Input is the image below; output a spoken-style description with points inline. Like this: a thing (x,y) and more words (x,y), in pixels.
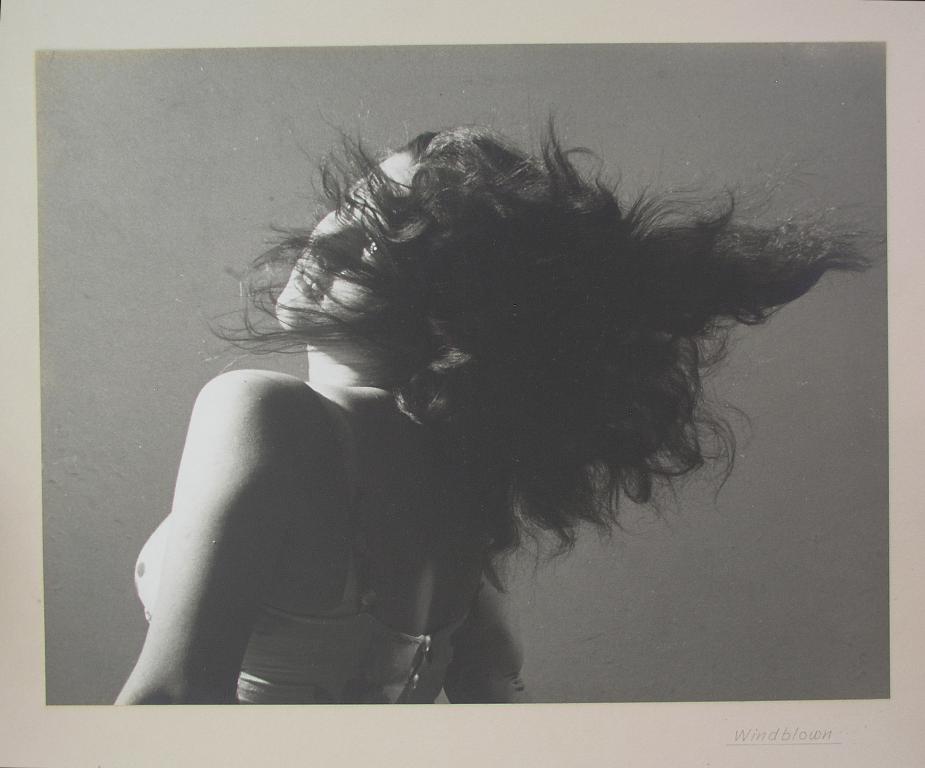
In this picture I can see there is a woman (460,449) standing she is looking at left side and this is a black and white picture and there is a frame (860,714) around the photograph. There is a watermark (781,740).
